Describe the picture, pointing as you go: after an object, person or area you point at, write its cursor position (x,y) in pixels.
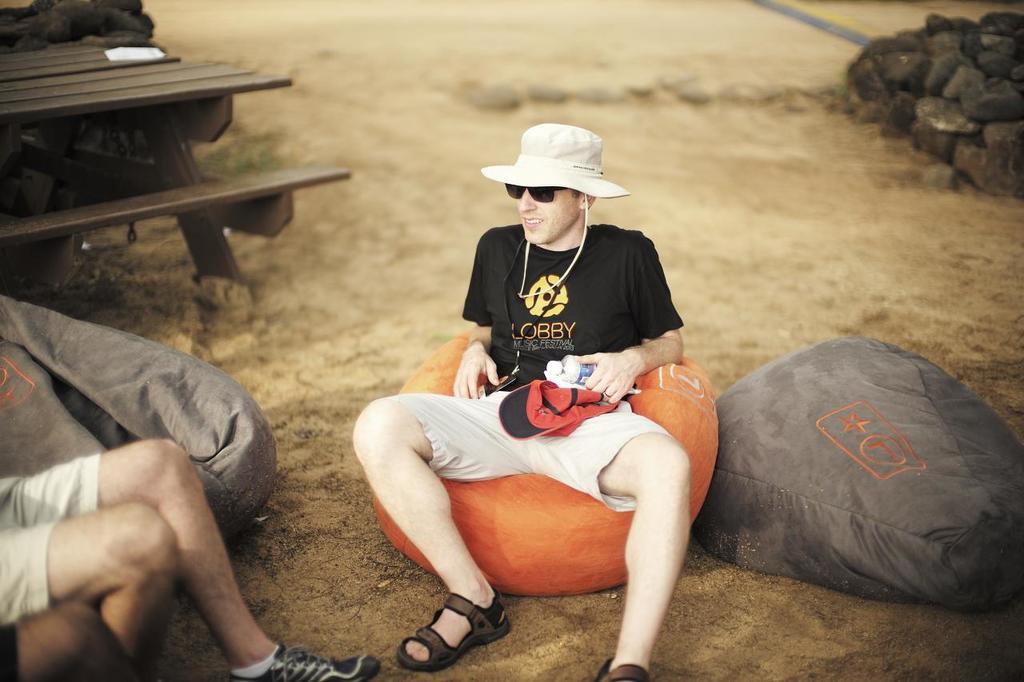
In this image there are two people (499,289) sitting on the beanbags (258,483), besides them there are two empty bean bags (204,436), behind them there is a wooden bench (190,140), on the other side of the image there are rocks (907,72), on the bench (45,68) there is some object (138,54).
